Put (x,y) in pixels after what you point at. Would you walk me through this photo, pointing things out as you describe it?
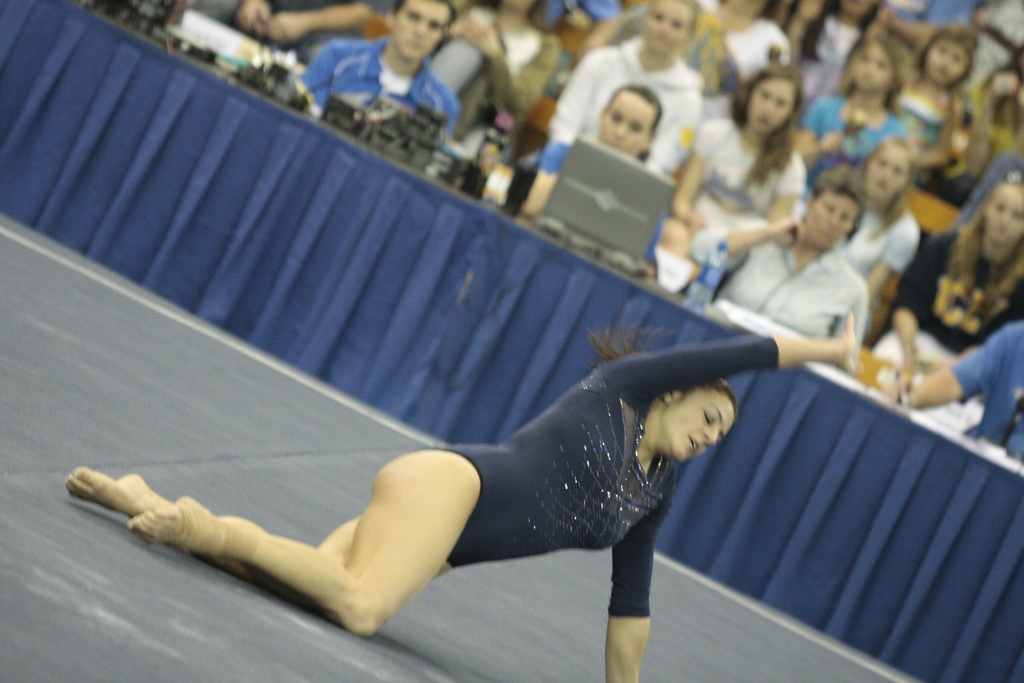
In this image we can see a woman (514,513) on the floor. In the background (609,131), we can see the spectators (777,6) sitting on the chairs (547,98) and they are on the right side (930,196). Here we can see the table (553,261). Here we can see a laptop (550,214) and water bottles (702,292) are kept on it.
